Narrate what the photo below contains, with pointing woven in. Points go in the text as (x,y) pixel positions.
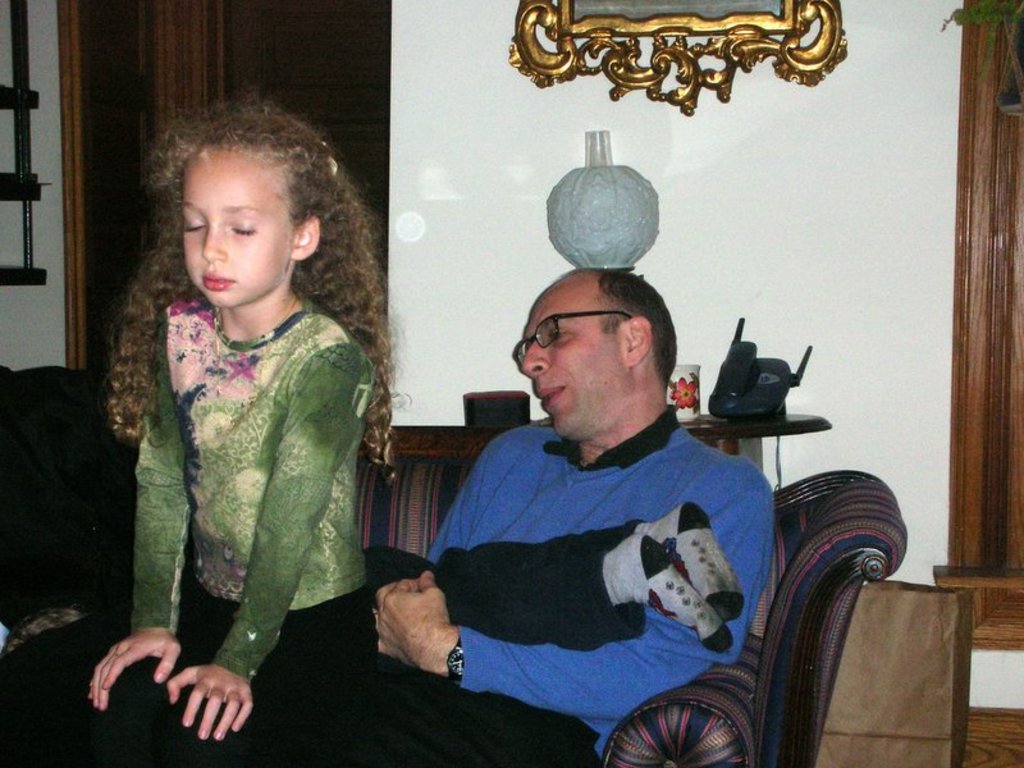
In this image I can see a man (539,460) is sitting on the sofa (639,741), he wore blue color sweater (591,717). On the left side (235,469) a girl (235,469) is sitting, she wore green color t-shirt (312,475), on the right side (738,368) there is a telephone (743,397) on the table (747,421).
